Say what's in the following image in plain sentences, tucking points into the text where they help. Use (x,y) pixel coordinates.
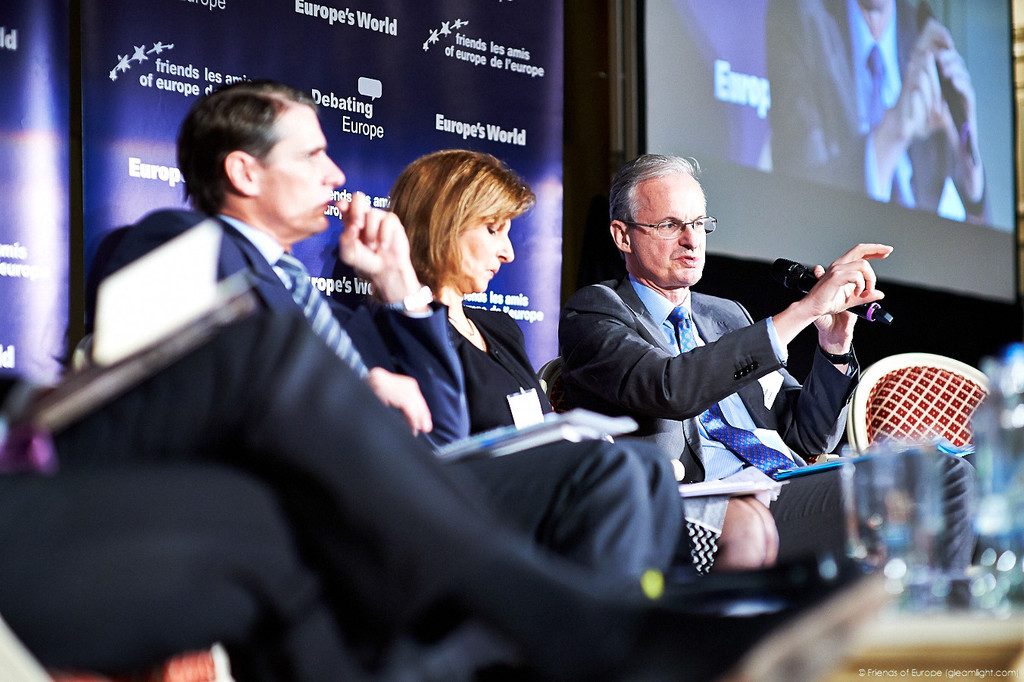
This image consists of three persons (435,377) wearing suits (638,361). In the background (462,92), we can see a screen (656,92) and the banners (415,92). On the right (1017,538), we can see a water bottle (1006,485).
